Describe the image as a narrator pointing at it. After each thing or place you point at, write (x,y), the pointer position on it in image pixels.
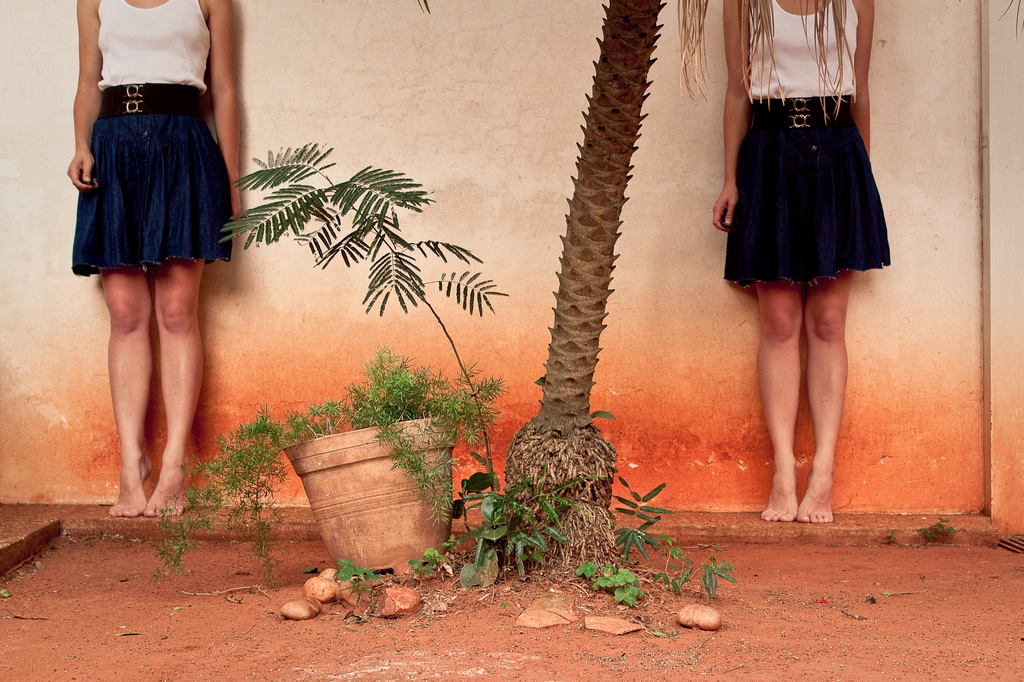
In this picture, there are two women (96,181) standing beside the wall (910,269) towards the left (184,280) and right. Both of them are wearing white tops (809,56) and blue skirts (145,212). In between them there is a tree (553,486) and plants (397,411). At the bottom (284,647), there is ground (403,634).
